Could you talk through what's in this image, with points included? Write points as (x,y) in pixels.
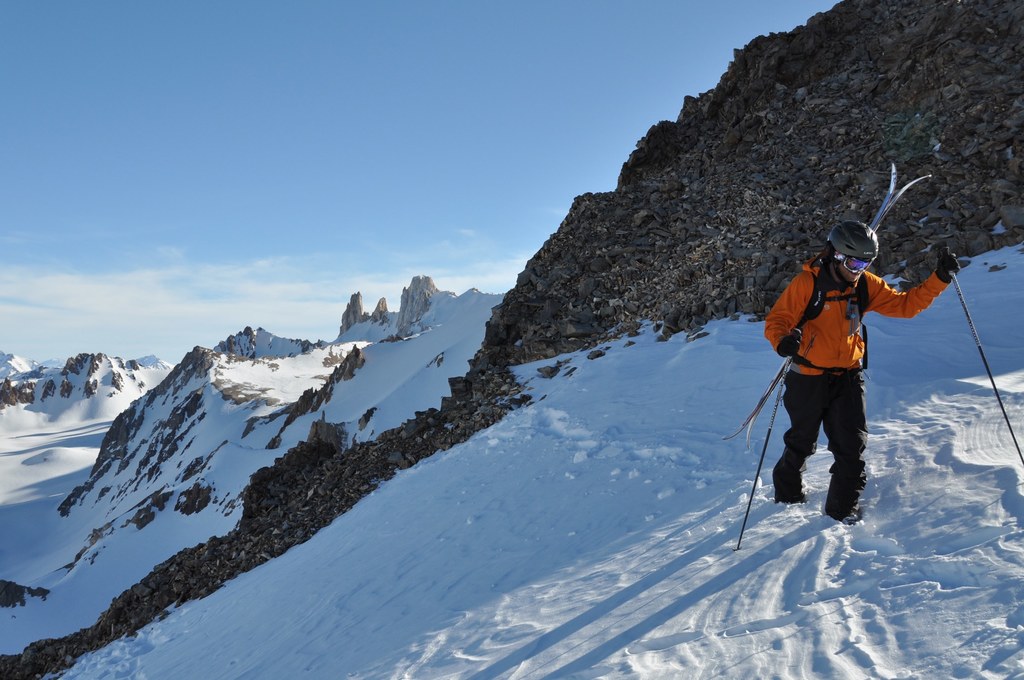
In this image we can see a person (818,342) holding an object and we can also see mountains (388,397), snow (562,452) and sky (280,173).
